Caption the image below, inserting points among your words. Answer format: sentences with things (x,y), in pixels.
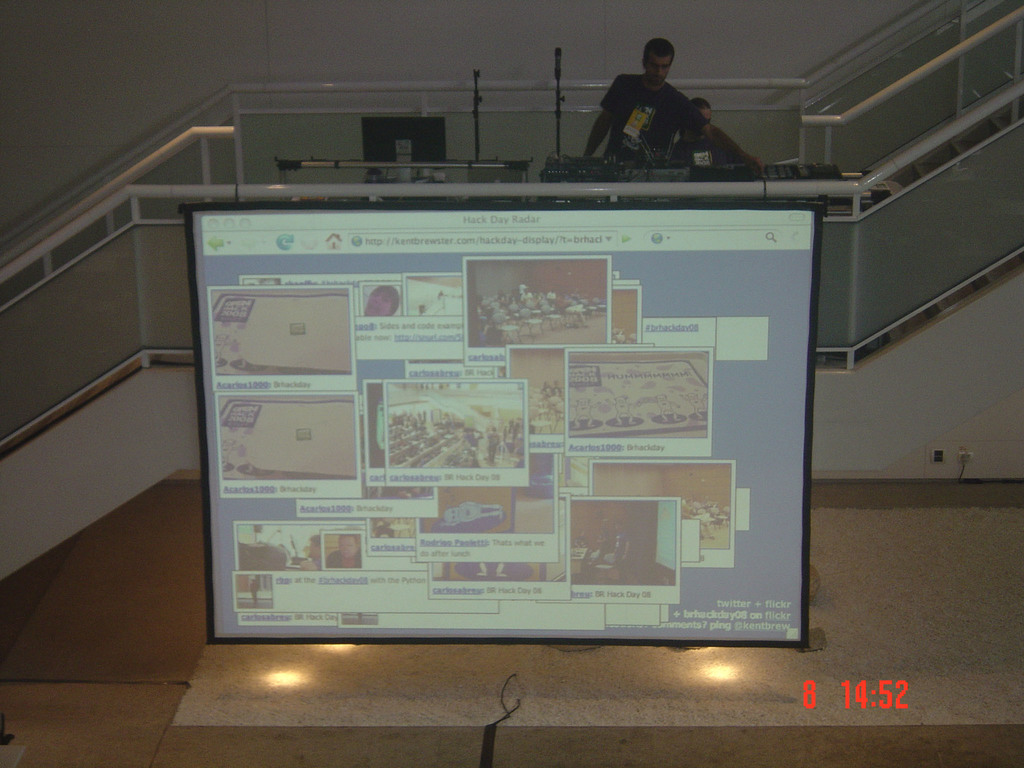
In this image I see a screen (537,346) over here on which there are tabs (593,393) opened and I see 2 persons (646,127) over here and I see few equipment (662,166) over here and I see the floor (961,545) and I see the watermark (900,709) over here and I see the lights (293,665) over here and in the background (252,51) I see the white wall (639,33).
